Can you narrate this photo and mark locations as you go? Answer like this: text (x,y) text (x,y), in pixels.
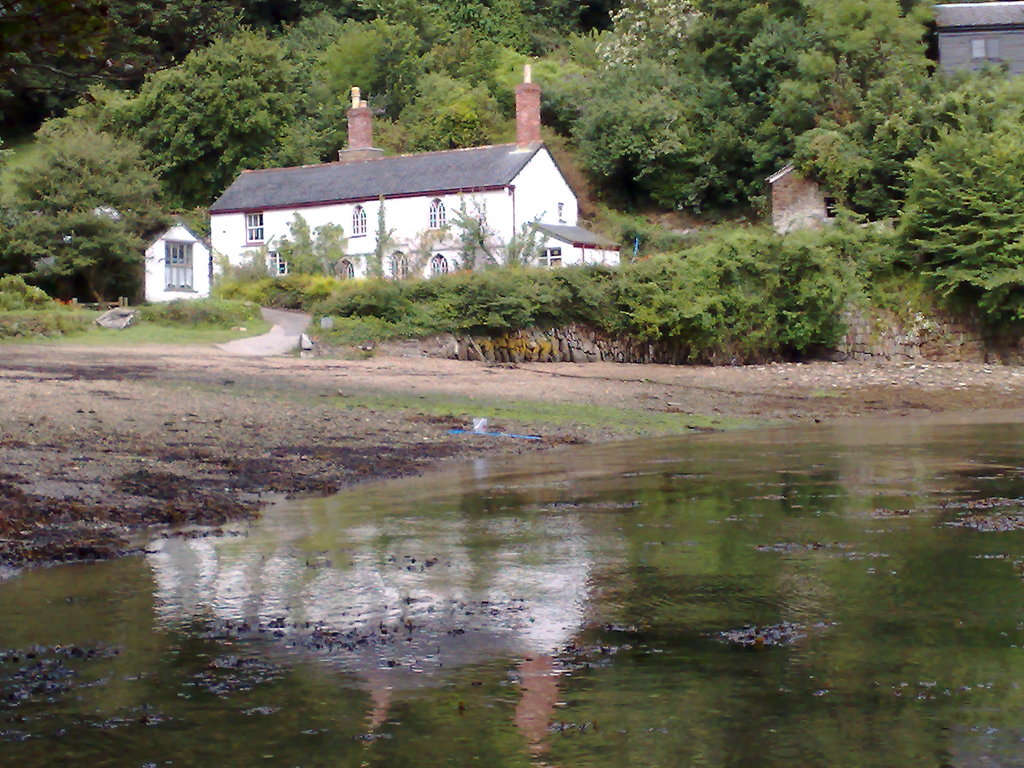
As we can see in the image there is water (4,767), plants (507,300), houses (251,226) and trees (276,42).
